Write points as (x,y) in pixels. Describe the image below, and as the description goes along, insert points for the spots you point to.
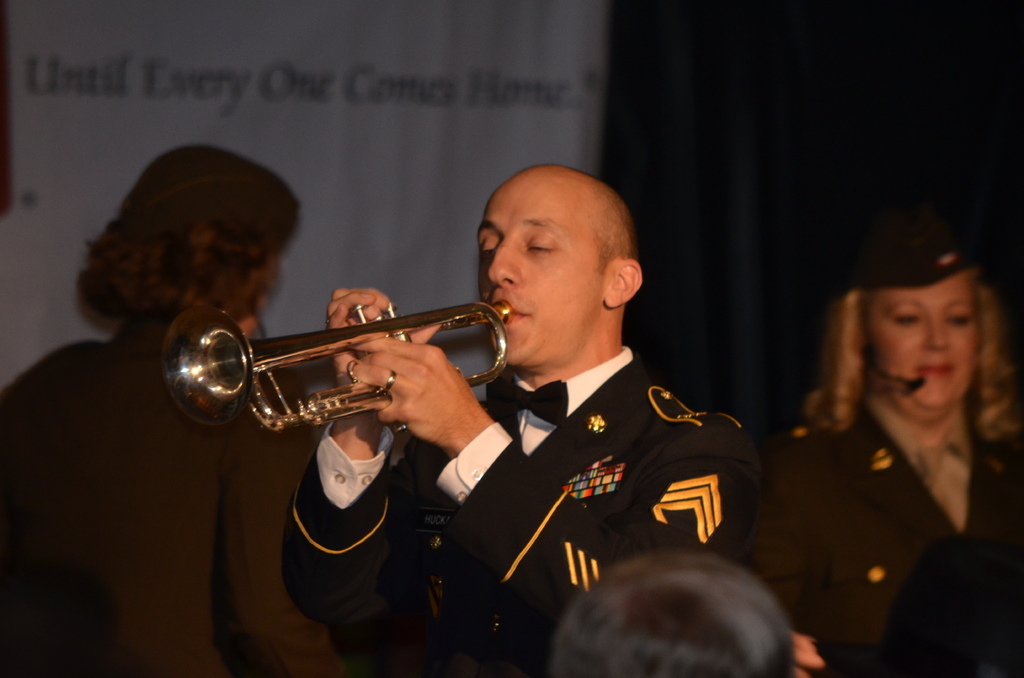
This picture seems to be clicked inside. In the foreground (707,614) we can see the head (707,630) of a person (679,592). In the center (556,391) there is a man (568,456) wearing uniform (560,468) and playing trumpet (295,350). In the background (965,472) we can see the two persons (159,428) seems to be standing and we can see the curtain (729,118) and a white color banner (359,92) on which the text (412,90) is printed.
